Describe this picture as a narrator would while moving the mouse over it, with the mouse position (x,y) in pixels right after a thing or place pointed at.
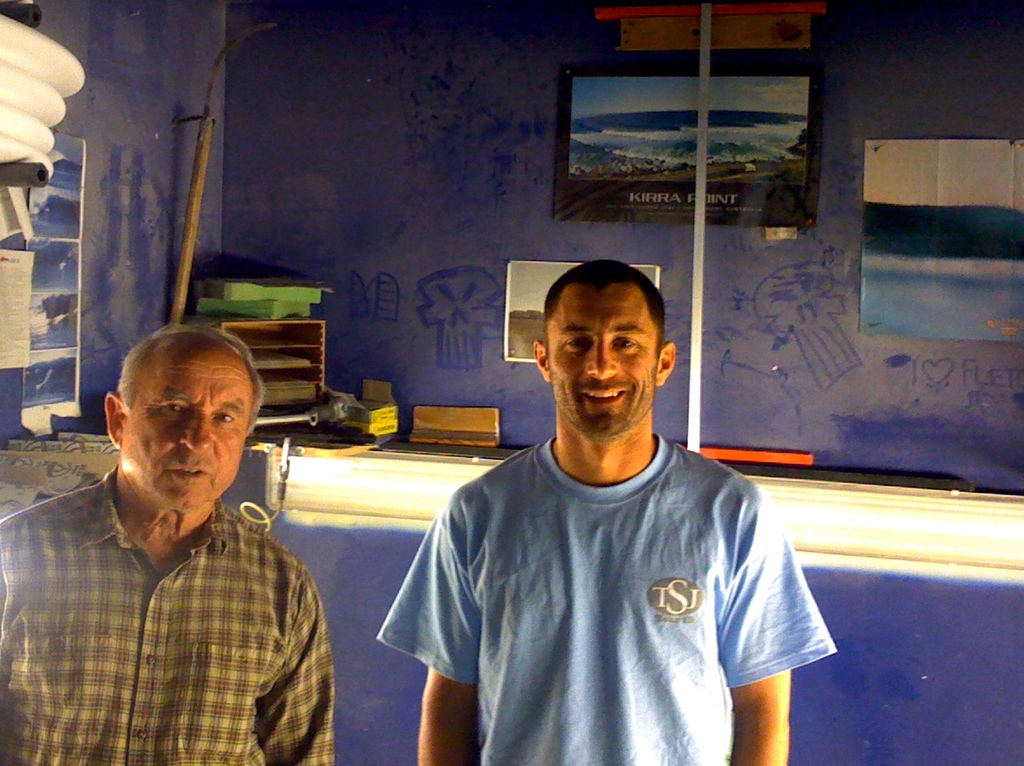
As we can see in the image there is a blue color wall (453,302), photo frames (590,198) and two people (514,527) standing in the front (500,529). The man (607,556) over here is wearing a blue color t shirt (622,582).
